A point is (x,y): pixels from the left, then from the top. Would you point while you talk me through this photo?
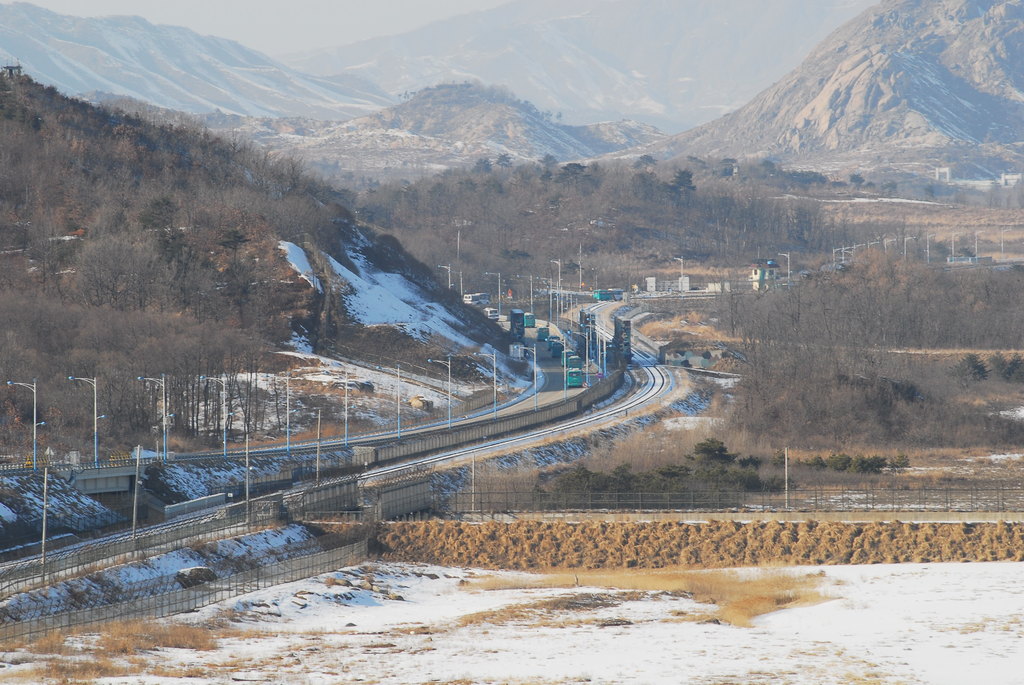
In this image I see the path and I see number of vehicles (496,311) and I see poles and I can also see the trees (534,264) and I see the white snow (573,659). In the background (401,134) I see the mountains (656,118).
